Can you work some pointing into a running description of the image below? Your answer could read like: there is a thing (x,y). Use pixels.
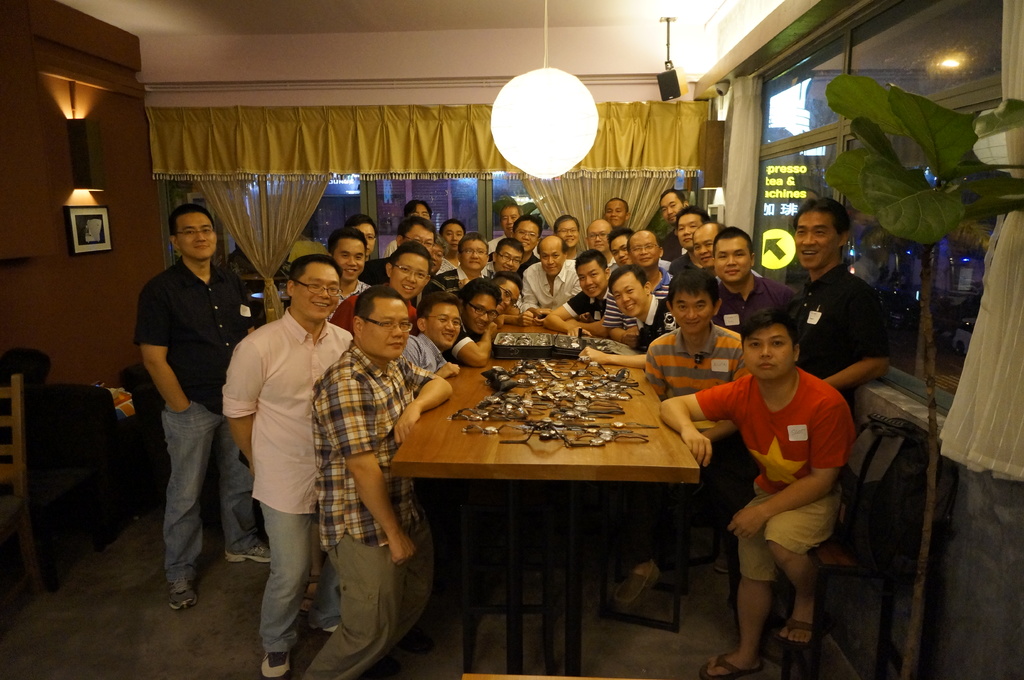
This picture shows a group of people (541,247) standing and few (557,260) are sitting On the chairs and we see a table (425,418) watches (591,344) on it and we see a light (531,70) and curtains (642,118) and a plant (889,140).
